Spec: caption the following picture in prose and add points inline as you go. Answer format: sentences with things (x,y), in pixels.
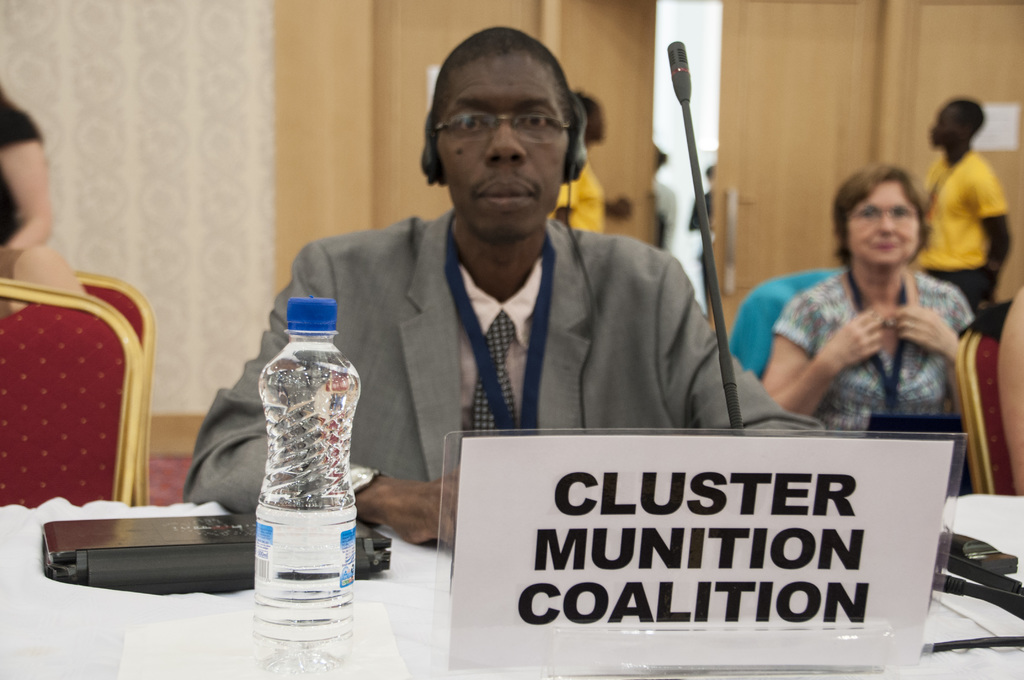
This image is taken indoors. In the background (344,177) there is a wall (268,119) with a door (609,109) and there is a person (595,199) standing on the floor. At the bottom of the image (145,643) there is a table (148,638) with a tablecloth (71,636), a name board (522,592) and a few things (283,476) on it. On the right side of the image (909,296) a woman (921,332) and a person (1014,326) are sitting on the chairs (966,357) and a man (959,276) is standing on the floor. In the middle of the image (414,356) a man (499,356) is sitting on the chair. On the left side of the image (60,358) there is an empty chair (76,434). A woman (45,277) is sitting on the chair (94,292) and another woman (7,125) is standing on the floor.
